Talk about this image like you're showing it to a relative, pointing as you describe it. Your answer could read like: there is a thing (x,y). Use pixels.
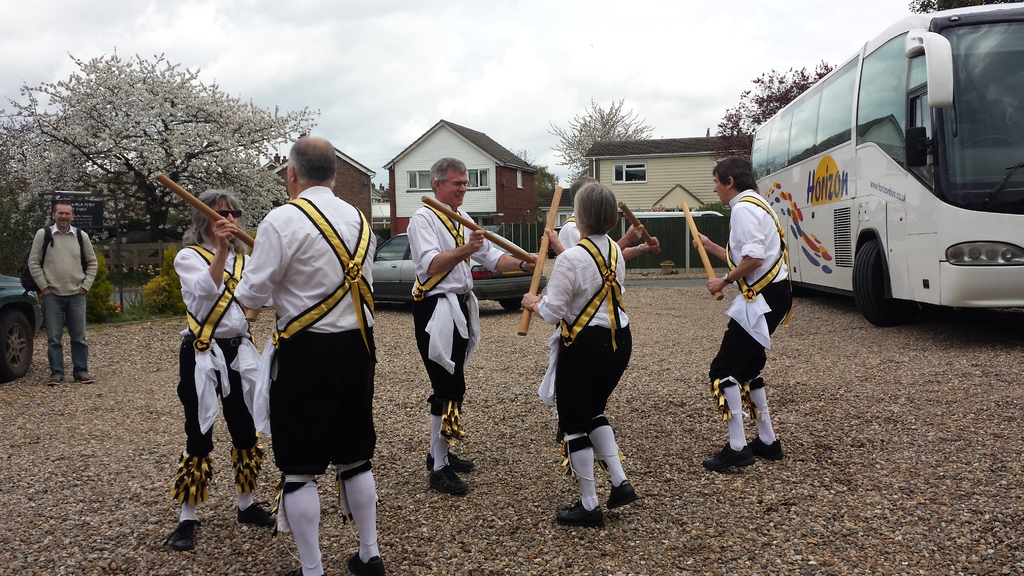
In this image there are a few people (621,306) holding wooden sticks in their hands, behind them there is a person (79,271) standing, beside the person (63,301) there is a vehicle (32,297), there is a bus (815,160) and a car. In the background (417,148) there are buildings (649,166), trees (16,161) and the sky (397,74).
